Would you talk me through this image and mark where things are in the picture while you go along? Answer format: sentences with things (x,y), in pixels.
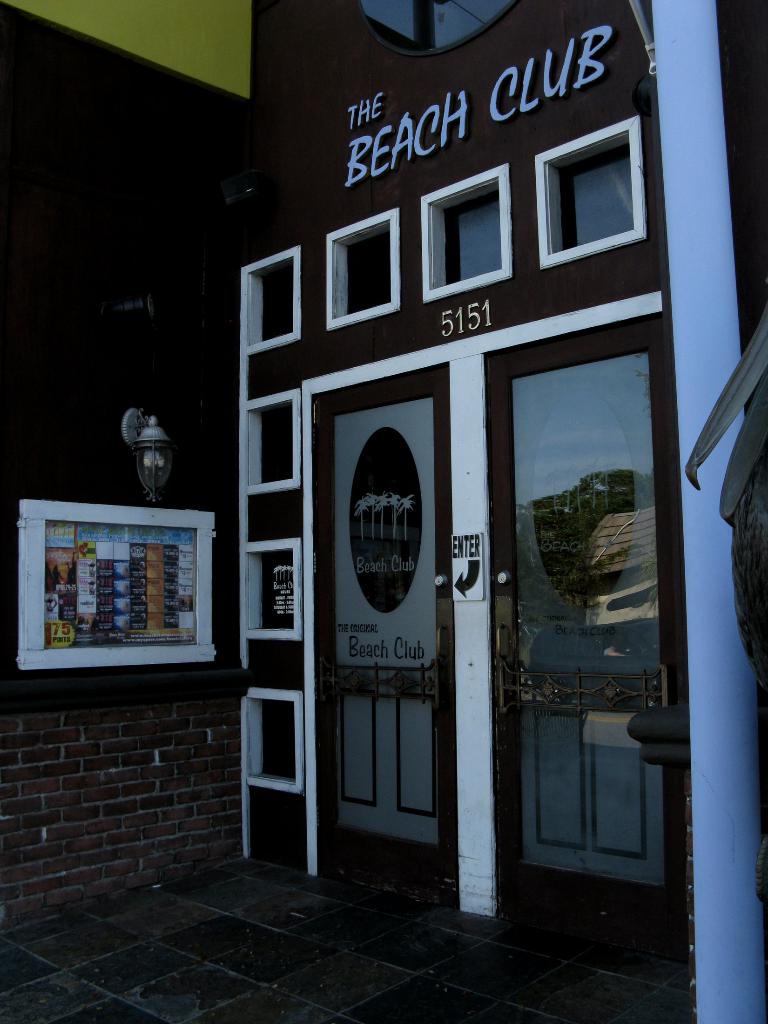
In this image I can see a door (647,489) in the centre (431,548). On the door (444,520) and above the door (434,517) I can see something is written. On the left side of this image (127,415) I can see a white colour thing (135,522) and above it I can see a light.
